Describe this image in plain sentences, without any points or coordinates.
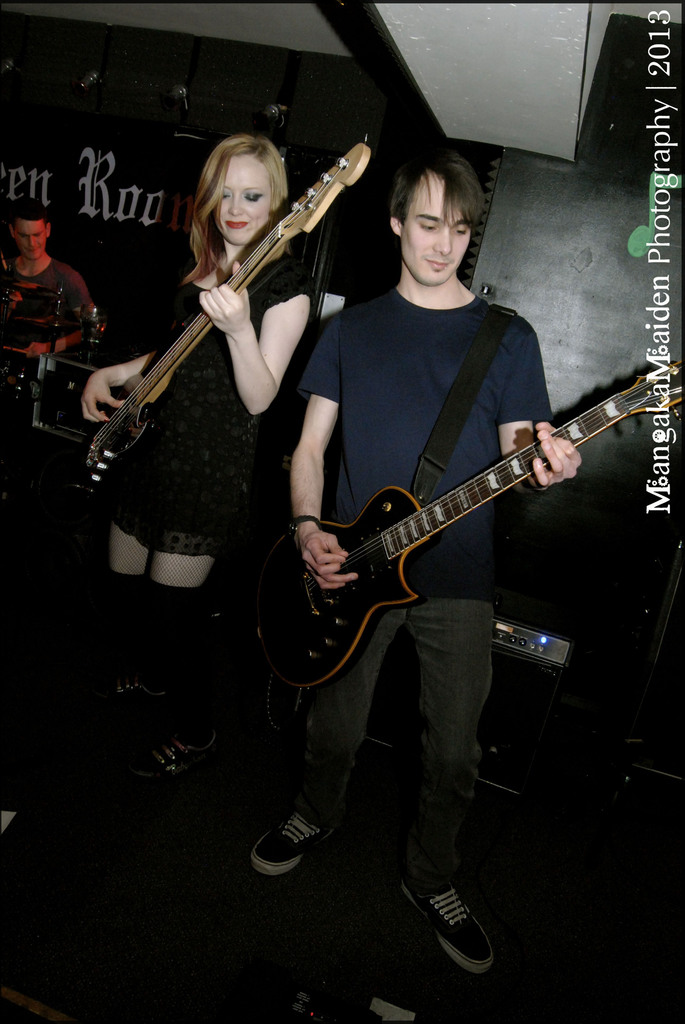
In this image we can see two persons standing and they are playing a guitar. In the background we can see a person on the left side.
